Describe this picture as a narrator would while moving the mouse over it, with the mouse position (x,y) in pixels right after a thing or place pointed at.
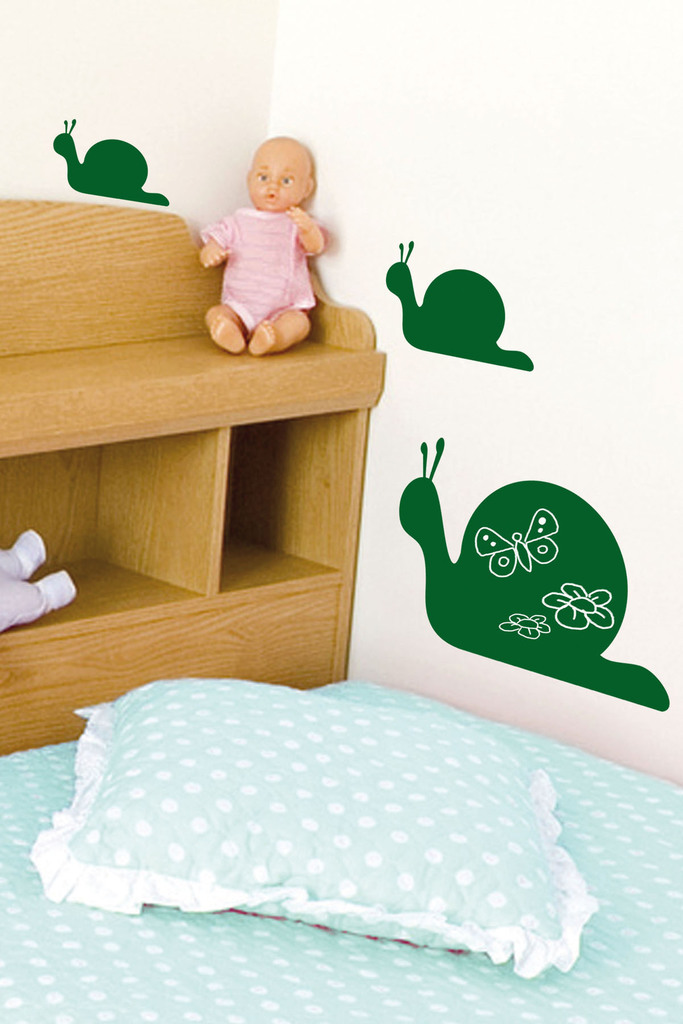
In this image i can see a bed (161,958) and a pillow (300,877) on a bed (221,983), and a doll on a wooden desk (152,441). In the background (464,182) i can see a wall (489,157) and a snail (534,536) printed to the wall (474,491).
